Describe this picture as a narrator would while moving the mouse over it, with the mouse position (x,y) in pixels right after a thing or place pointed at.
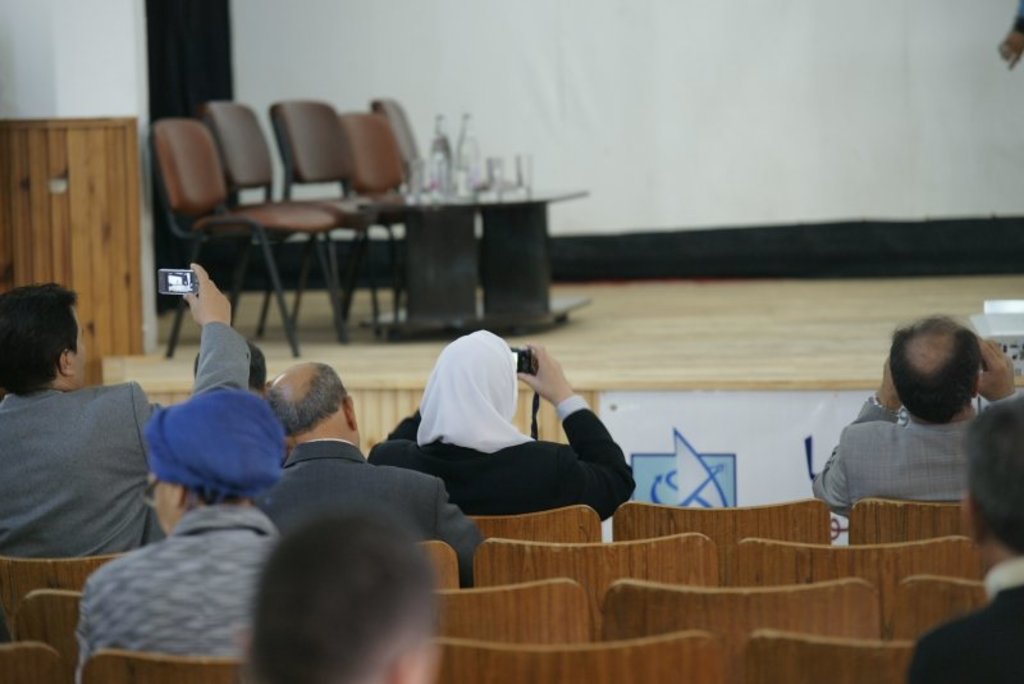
In the image we can see there are people (600,496) who are sitting on chair (856,571) and holding camera (520,366) in their hand (229,320). On the stage (404,297) there are chairs (377,108) and table (449,248).
